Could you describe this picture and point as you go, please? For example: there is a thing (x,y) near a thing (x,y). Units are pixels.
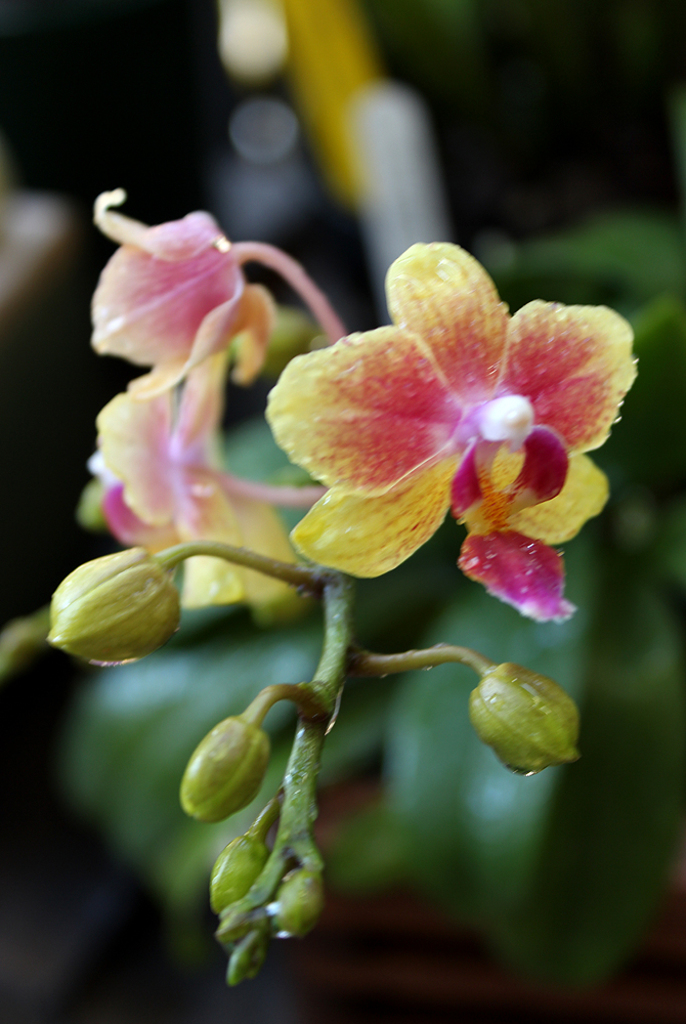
In this image I can see the flowers (339,376) and buds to the plants (209,674). I can see these flowers (332,534) are in yellow and pink color. And there is a blurred background (461,21).
